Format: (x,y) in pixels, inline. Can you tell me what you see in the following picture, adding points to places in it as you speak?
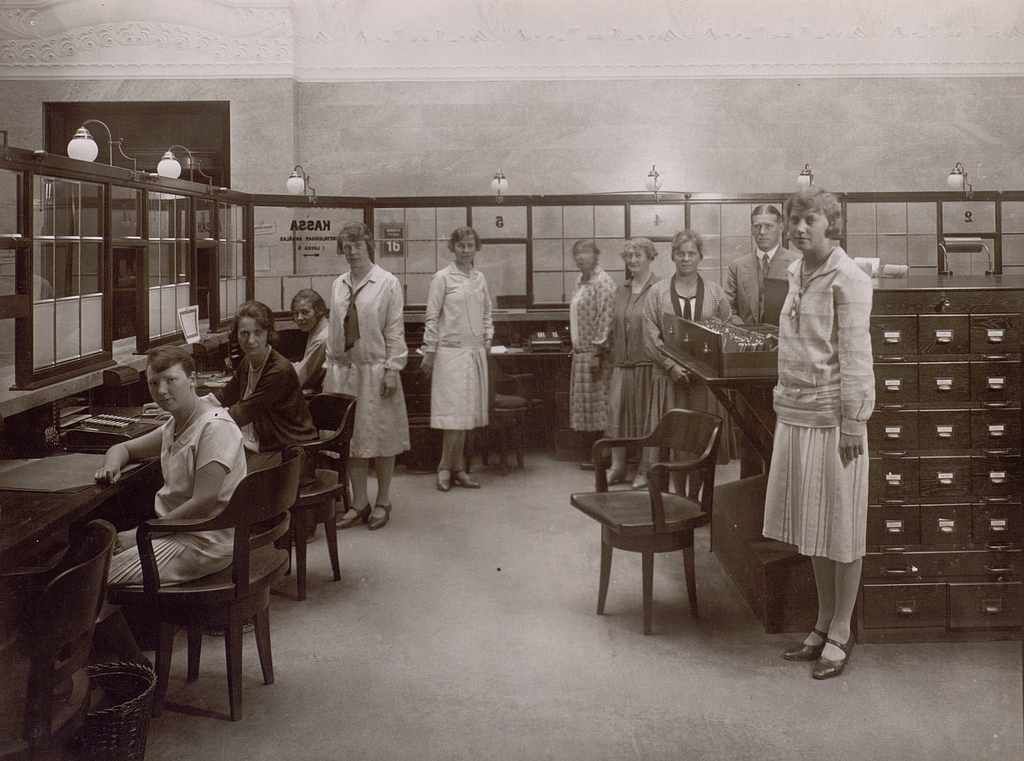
In this picture we can see group of people (360,325) sitting on chair (325,419) and some are standing on floor (538,539) and in front of them there is table (55,509) and in background (95,150) we can see lights (296,176), wall (504,136), cupboards (926,372).
